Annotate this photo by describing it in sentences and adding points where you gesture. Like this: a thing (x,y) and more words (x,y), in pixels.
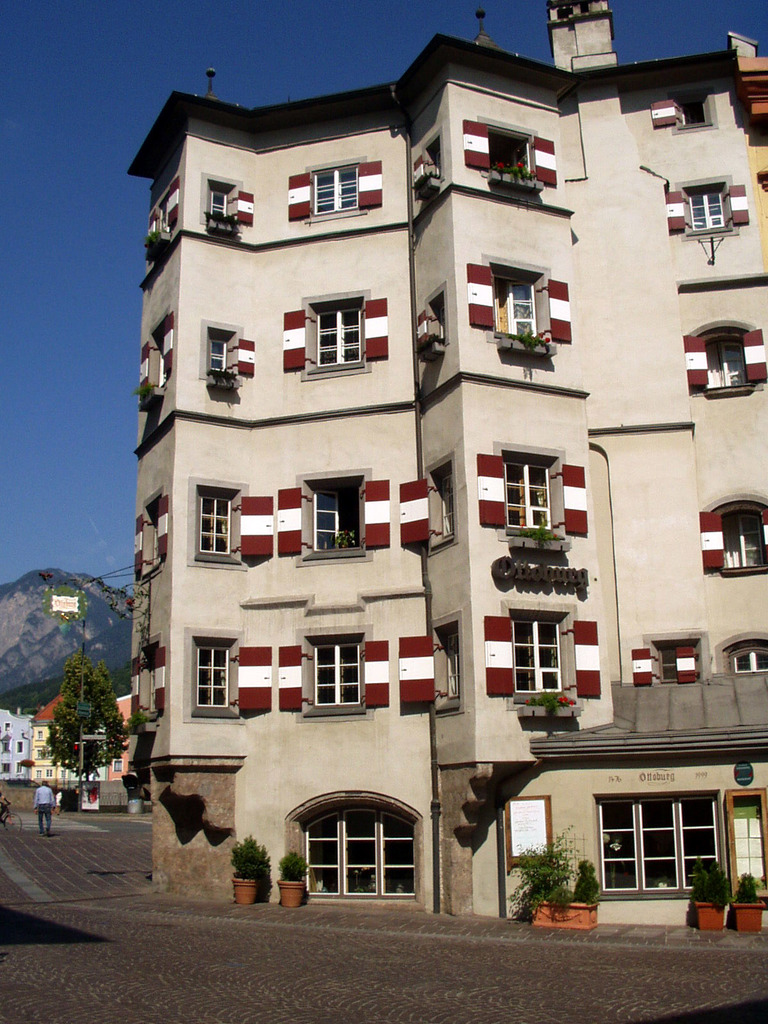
In this image we can see few buildings (169,730), tree (107,747), a person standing on the road (103,851), mountains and there are few potted plants (725,900) in front of the building (588,818) and the sky (116,409) in the background (643,52).
